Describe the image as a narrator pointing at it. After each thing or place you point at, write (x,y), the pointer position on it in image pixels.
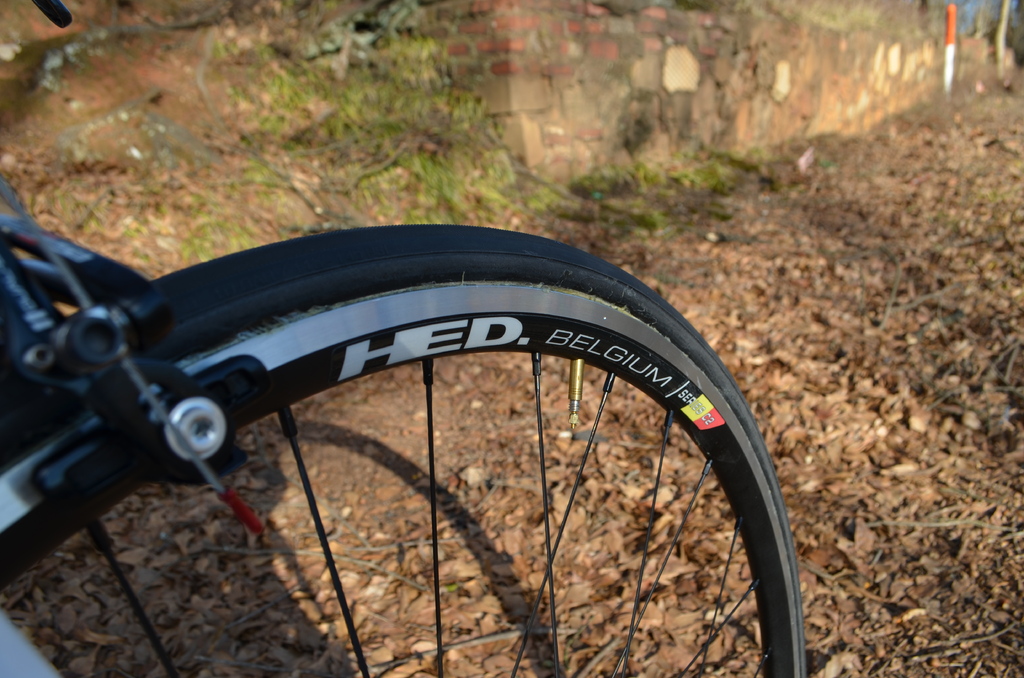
On the bottom left (54,539) we can see bicycle wheel (302,328). On the top left (289,60) we can see grass (489,128) near to the brick wall (521,50). On the top right corner (1015,13) we can see trees (998,42) and sky (967,6).
